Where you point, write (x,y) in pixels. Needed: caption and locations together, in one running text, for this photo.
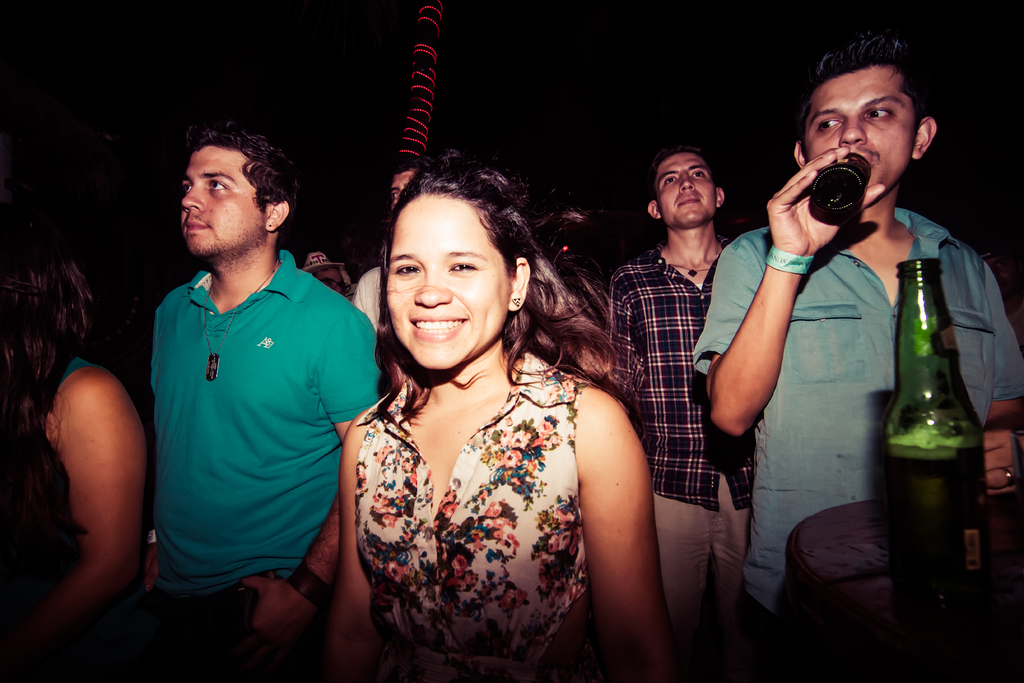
In this image we can see these people (341,289) are standing and this person (921,235) is holding a bottle (832,175) in his hands (799,210). On the right side of the image (904,420) we can see a green color bottle (962,439).
